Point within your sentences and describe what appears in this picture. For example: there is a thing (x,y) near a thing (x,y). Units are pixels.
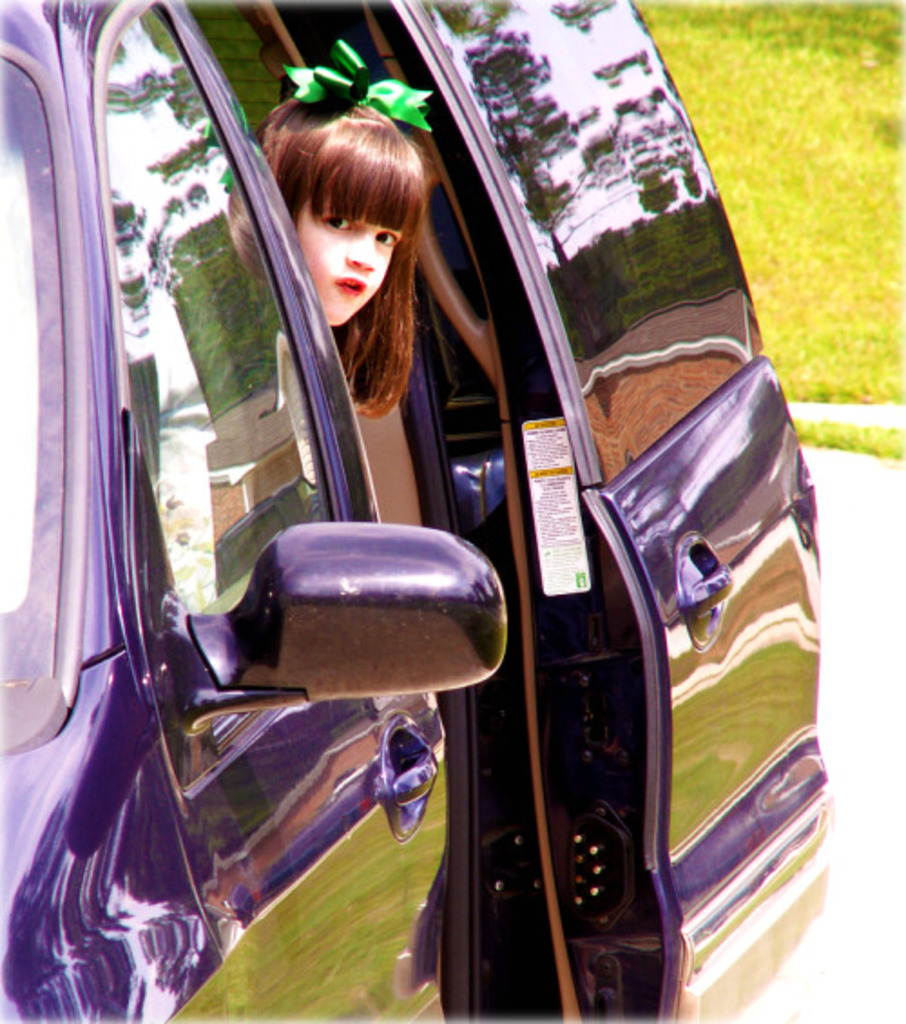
In this image i can see a kid (395,296) who is sitting in a blue color car (446,272).
